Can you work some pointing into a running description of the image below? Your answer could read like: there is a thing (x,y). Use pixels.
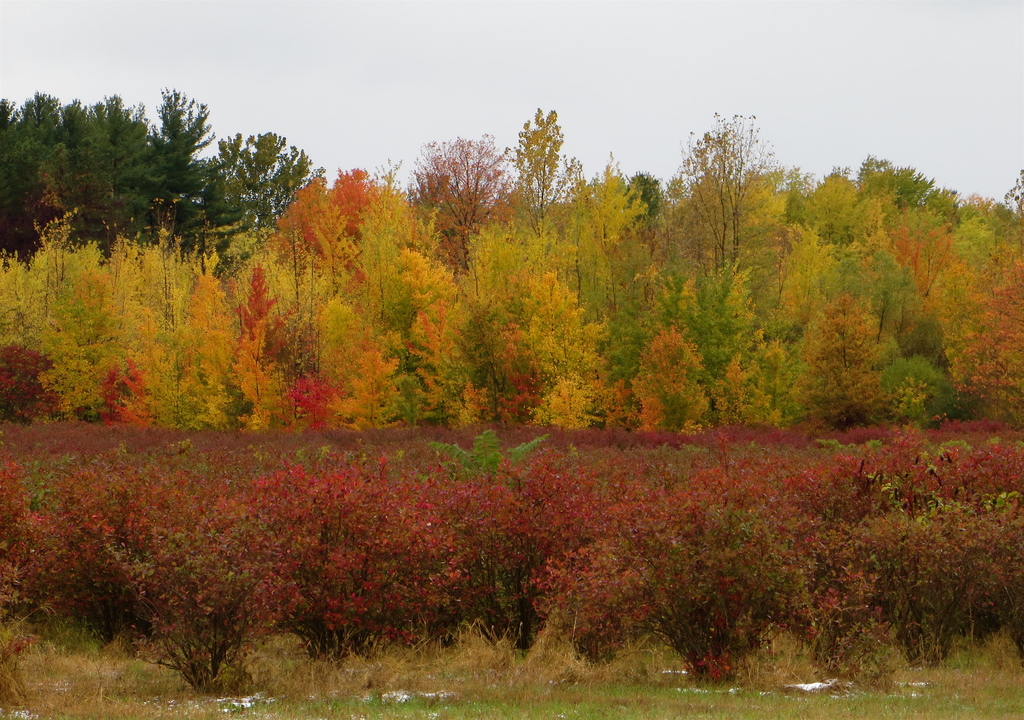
In this picture we can see some trees (97,362) here, at the bottom (597,693) there is grass (555,685), we can see the sky (552,78) at the top of the picture (558,61).
